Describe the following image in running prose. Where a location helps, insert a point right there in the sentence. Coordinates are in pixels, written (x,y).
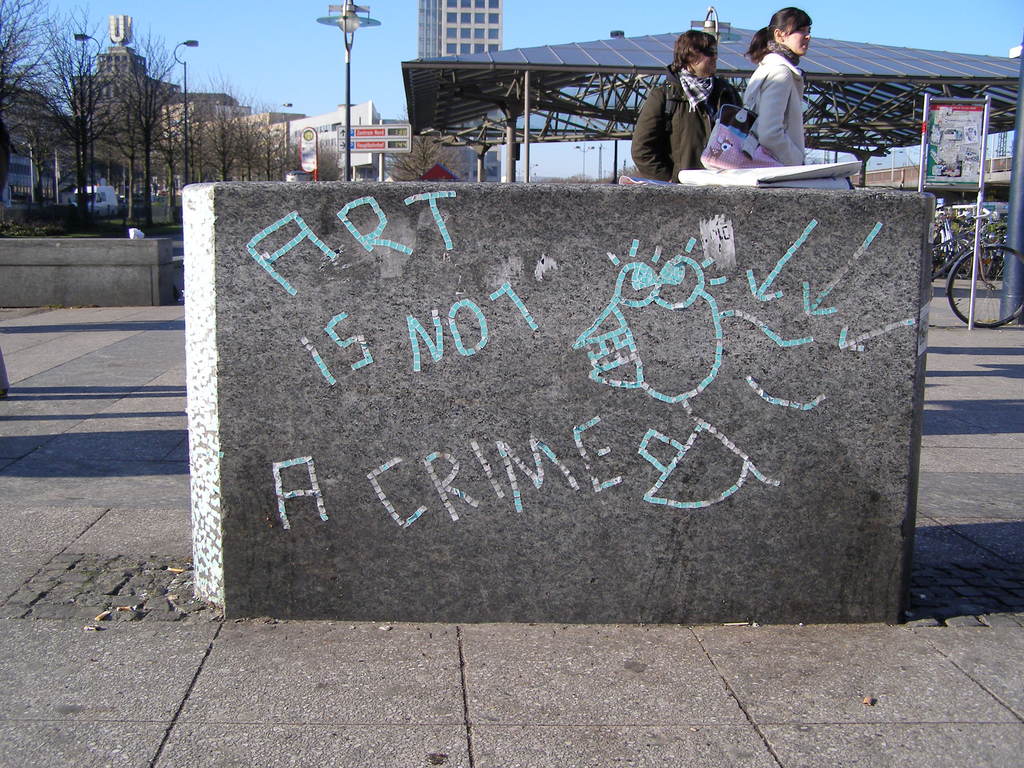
Here in this picture in the middle (620,337) we can see a big stone (902,199) present on the ground (732,636) over there and we can see something written on it and beside that we can see two women (701,122) standing over there and in the far we can see bicycles (951,252) all over there under a shed (734,44) and we can see light posts (349,28) here and there and we can see buildings (431,9) present all over there and we can see trees (52,154) and plants (90,208) present over there
